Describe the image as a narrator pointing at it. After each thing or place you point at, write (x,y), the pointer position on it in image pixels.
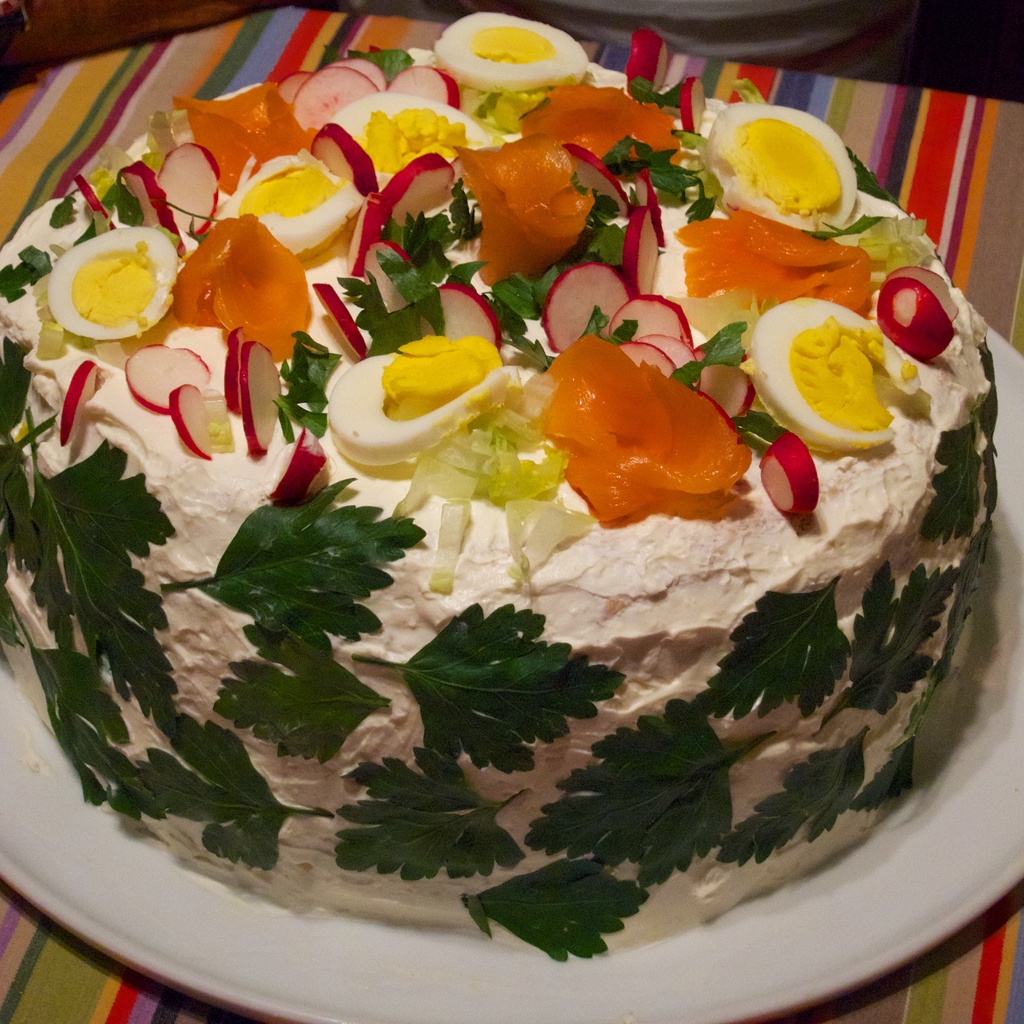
In this image we can see a table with a cloth (91,143). And we can see a plate (59,864) with some food item (715,139).
